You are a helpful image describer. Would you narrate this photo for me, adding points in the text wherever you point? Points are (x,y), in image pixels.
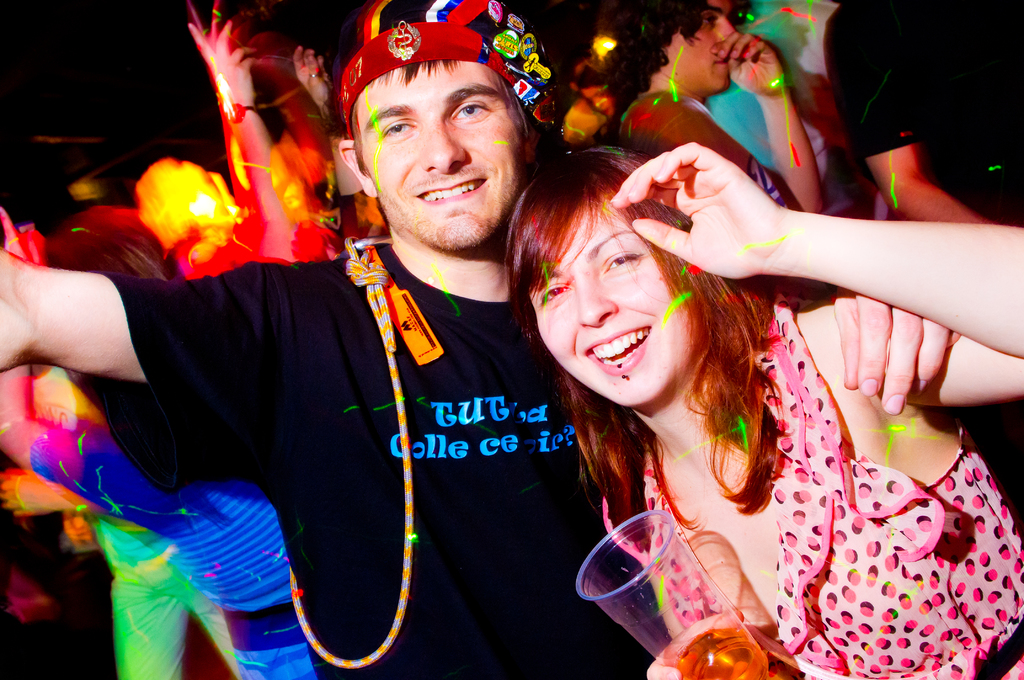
In this image, we can see a group of people (501,330). Here we can see a woman (653,366) and man (352,675) are seeing and smiling. Woman (736,374) is holding a glass (685,649) with liquid (690,660).
